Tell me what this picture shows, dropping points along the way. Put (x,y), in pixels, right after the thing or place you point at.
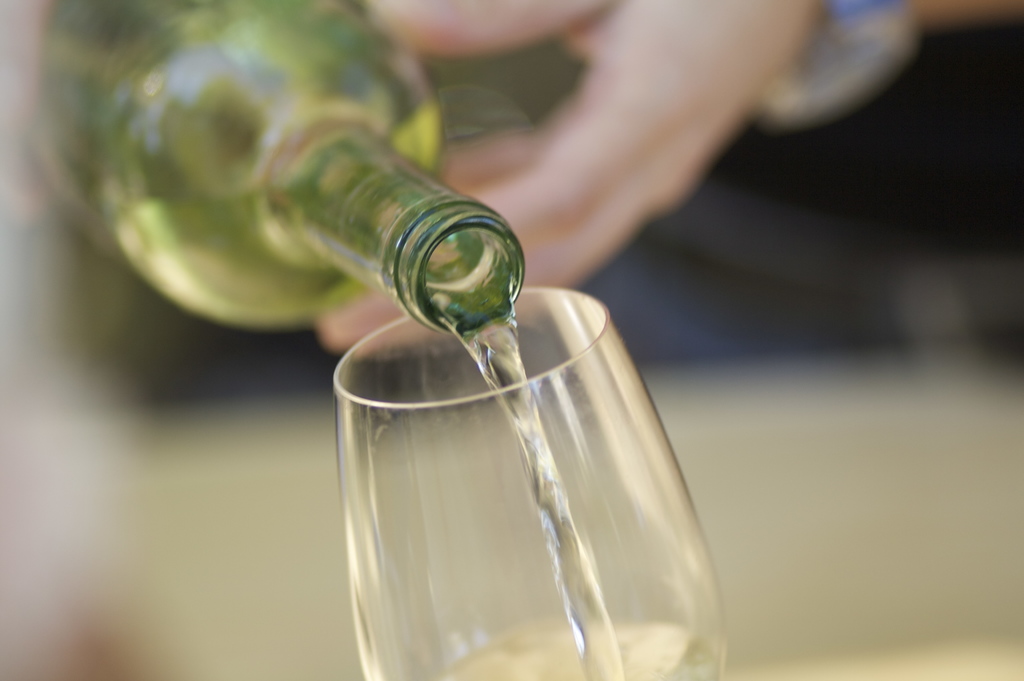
In this picture we can see a person (618,113) who is pouring wine (497,371) from the bottle (350,156) into glass (605,612).
